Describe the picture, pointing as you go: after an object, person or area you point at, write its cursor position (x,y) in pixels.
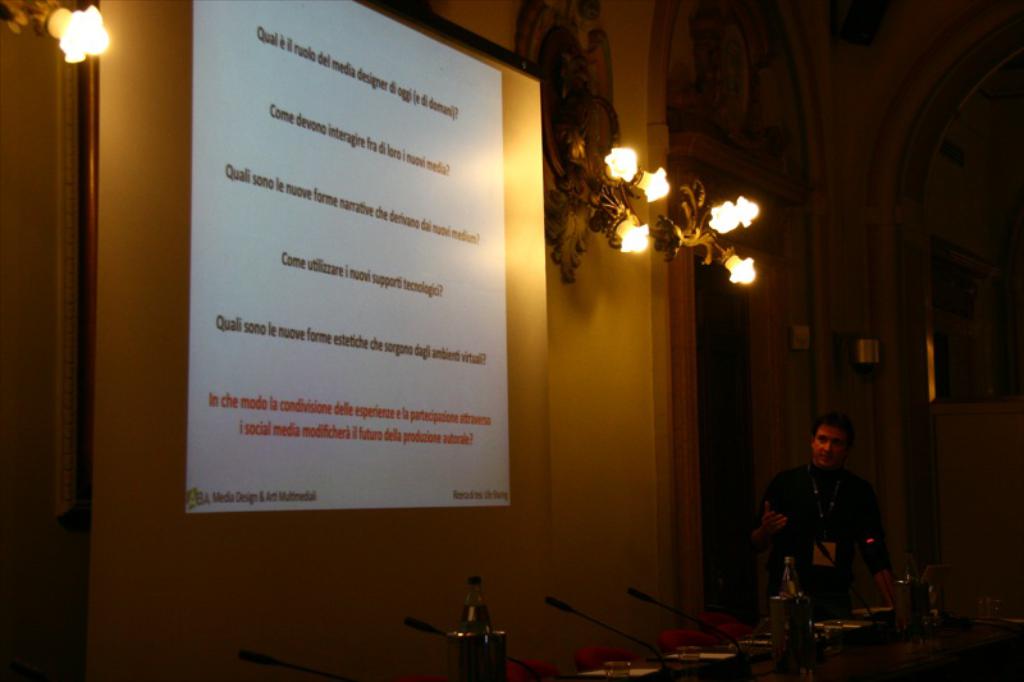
This is the picture of a room (807,101). In this image there is a man (823,469) standing and talking and there are microphones (690,619), bottles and objects (782,615) on the table (734,680) and there are chairs (593,659). At the back (477,464) there is a screen (500,485) and there is text (466,438) on the screen (432,467) and there are lights (634,215) on the wall (573,332) and there is a door (718,427).
